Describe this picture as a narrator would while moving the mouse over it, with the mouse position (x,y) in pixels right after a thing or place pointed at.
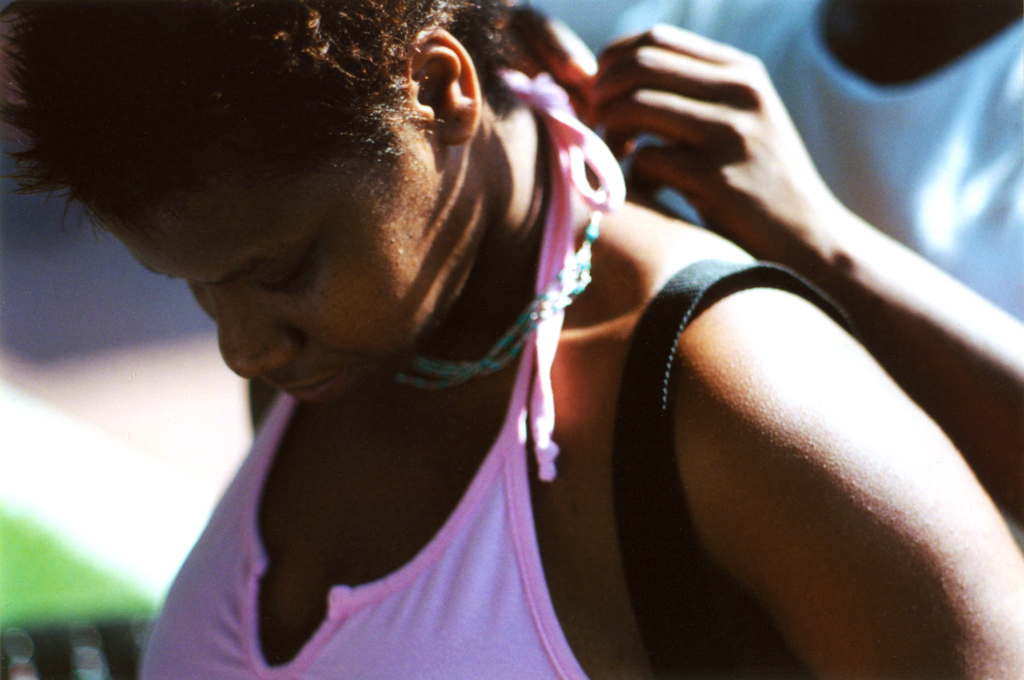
In this image we can see two persons (575,204) wearing pink and white color dress (801,71) a person (703,145) wearing white color dress (659,0) tying something to the person (519,289) who is wearing pink color dress (514,442) and she is also carrying bag (635,425).
